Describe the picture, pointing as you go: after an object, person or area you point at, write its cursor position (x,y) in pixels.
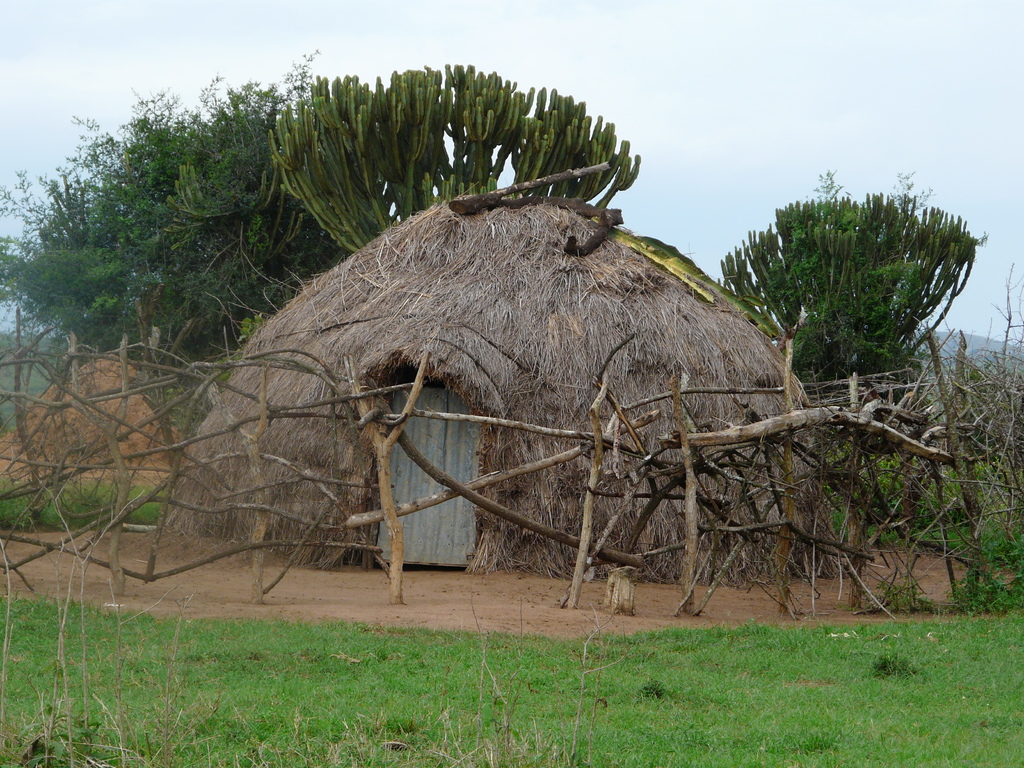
In the middle of this image (498,269), there is a hut (473,266) having a door (433,523) on the ground (540,580). Around this hut (484,515), there is a wooden fence (16,376). At the bottom of this image (589,667), there is grass (888,751) on the ground (549,746). In the background (164,220), there are trees (153,206) and a mountain (951,354) on the ground (526,576) and there are clouds (280,73) in the sky (55,44).
